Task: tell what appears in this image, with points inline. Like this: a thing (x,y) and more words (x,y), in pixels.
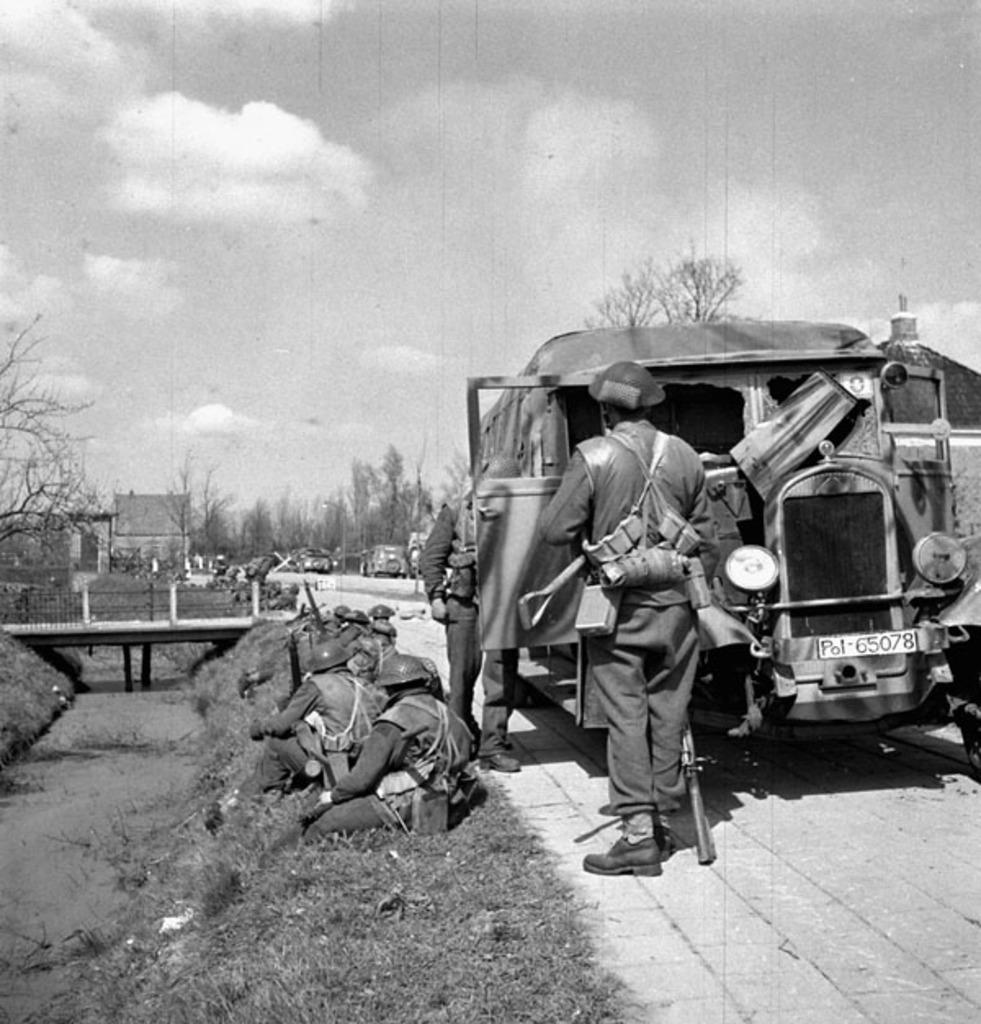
This is a black and white image. In this image we can see people (413,677) wearing helmets (413,665). And there is a vehicle (828,581). In the back (237,605) there is a bridge (128,631). Also there are trees (229,522) and there is sky (489,138) with clouds (574,178).
